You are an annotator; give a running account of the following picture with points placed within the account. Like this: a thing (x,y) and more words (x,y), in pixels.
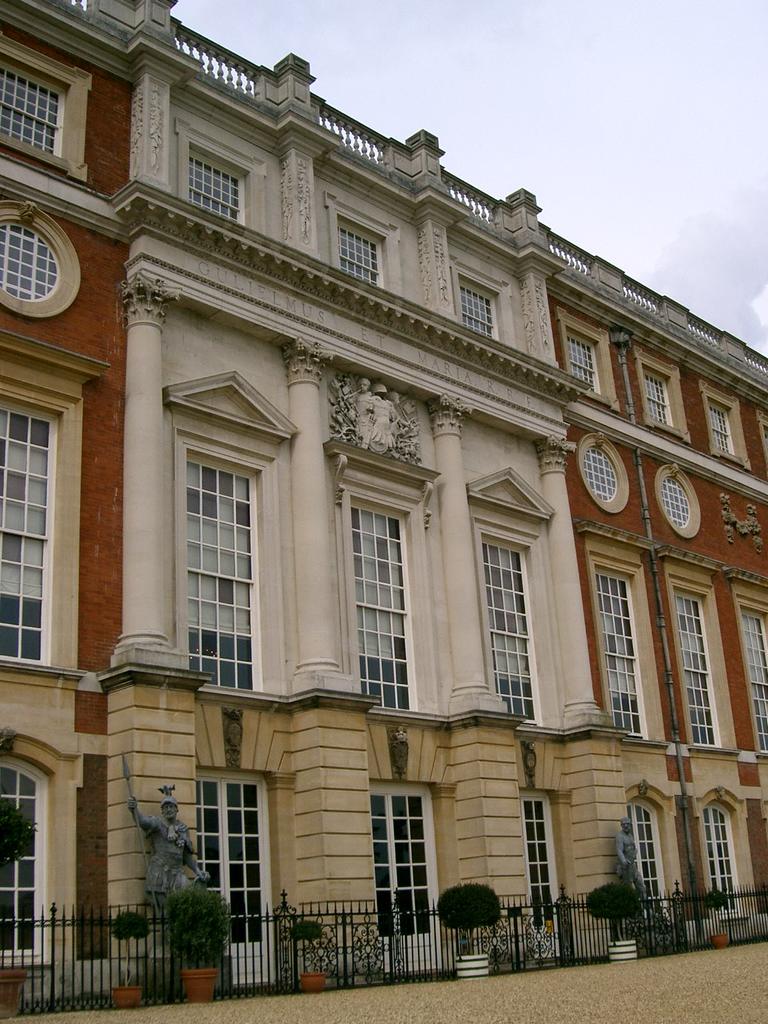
In this image there is the sky (477,72) towards the top of the image (462,80), there is a building (414,425), there are windows (198,811), there are sculptures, there is a fencing (667,944), there are plants (605,913), there is a flower pot (210,976) on the ground (535,979), there is a plant (22,832) towards the left of the image (23,829).
